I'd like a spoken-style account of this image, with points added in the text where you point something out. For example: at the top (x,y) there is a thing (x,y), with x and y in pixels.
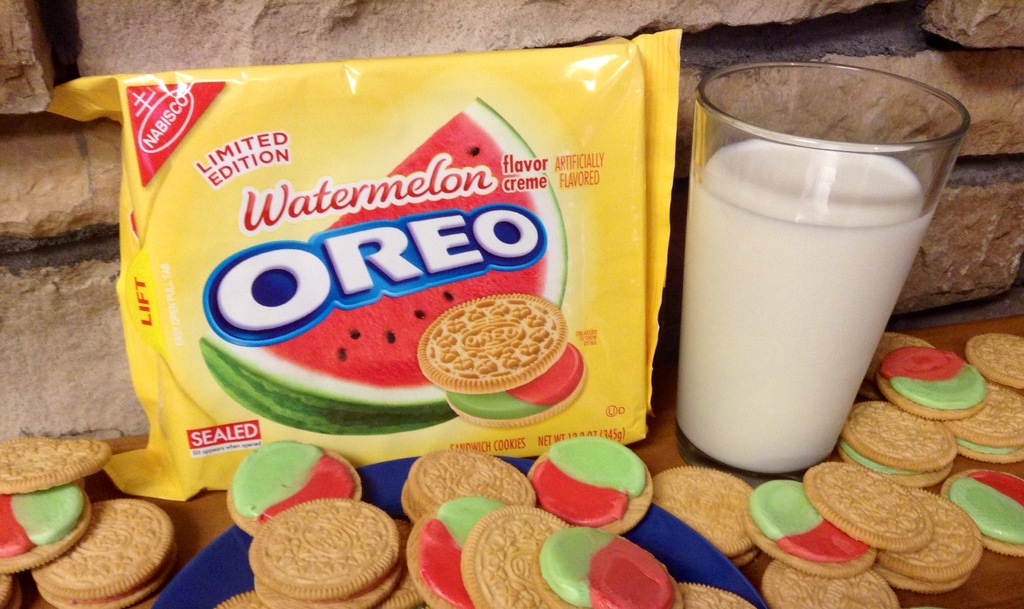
In this image we can see a yellow color Oreo biscuit packet (400,249). We can also see the biscuits (509,473) on the wooden surface (960,589). There is also a milk glass (862,300). In the background (318,41) we can see the brick wall (947,50).
